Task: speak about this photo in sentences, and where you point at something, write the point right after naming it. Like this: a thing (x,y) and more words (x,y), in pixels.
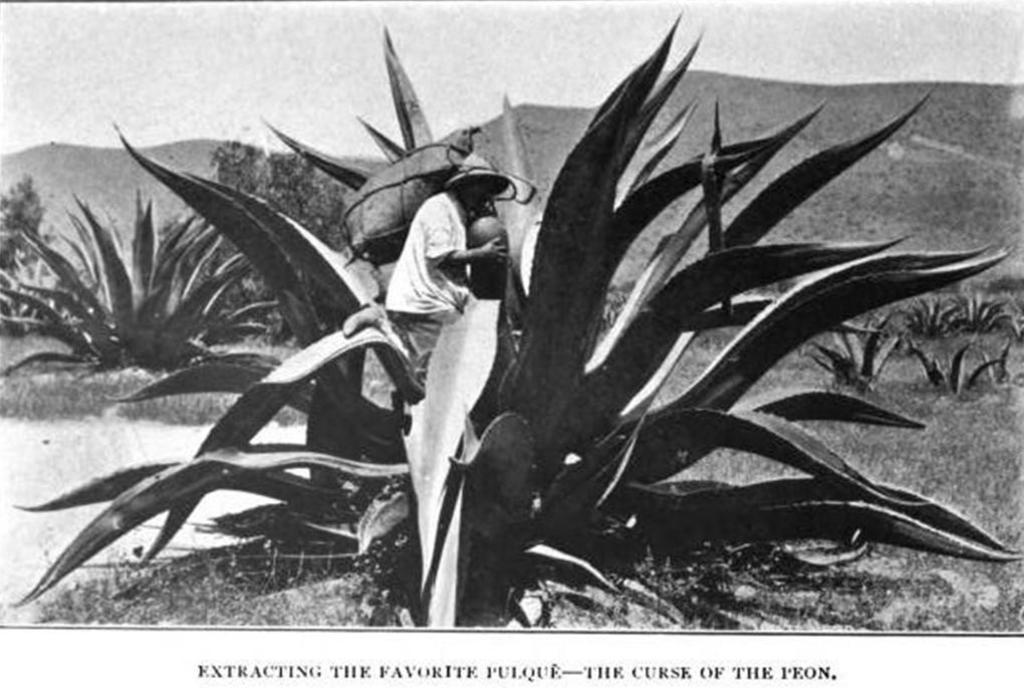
In this image we can see plants (540,277). On the plant (523,286) there is a person (438,294) wearing hat (490,174) is standing. In the back (928,23) there are hills (498,159) and there is sky (941,33). And this is a black and white image.
